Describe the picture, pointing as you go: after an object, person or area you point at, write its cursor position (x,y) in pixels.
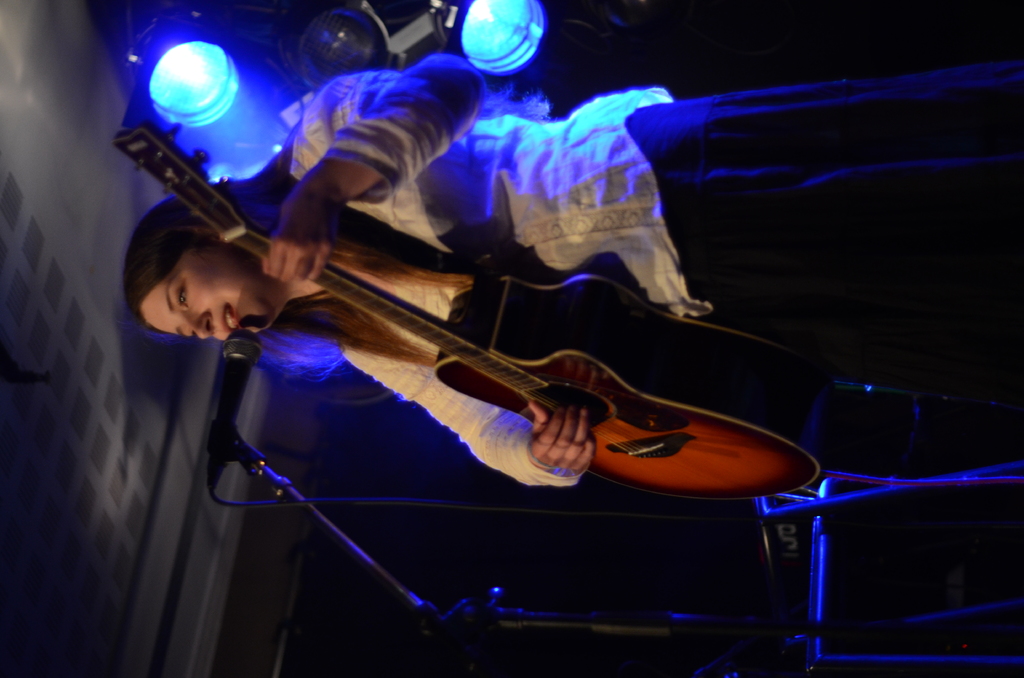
This picture shows a woman (192,327) singing and playing a guitar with the help of a microphone (240,361).
